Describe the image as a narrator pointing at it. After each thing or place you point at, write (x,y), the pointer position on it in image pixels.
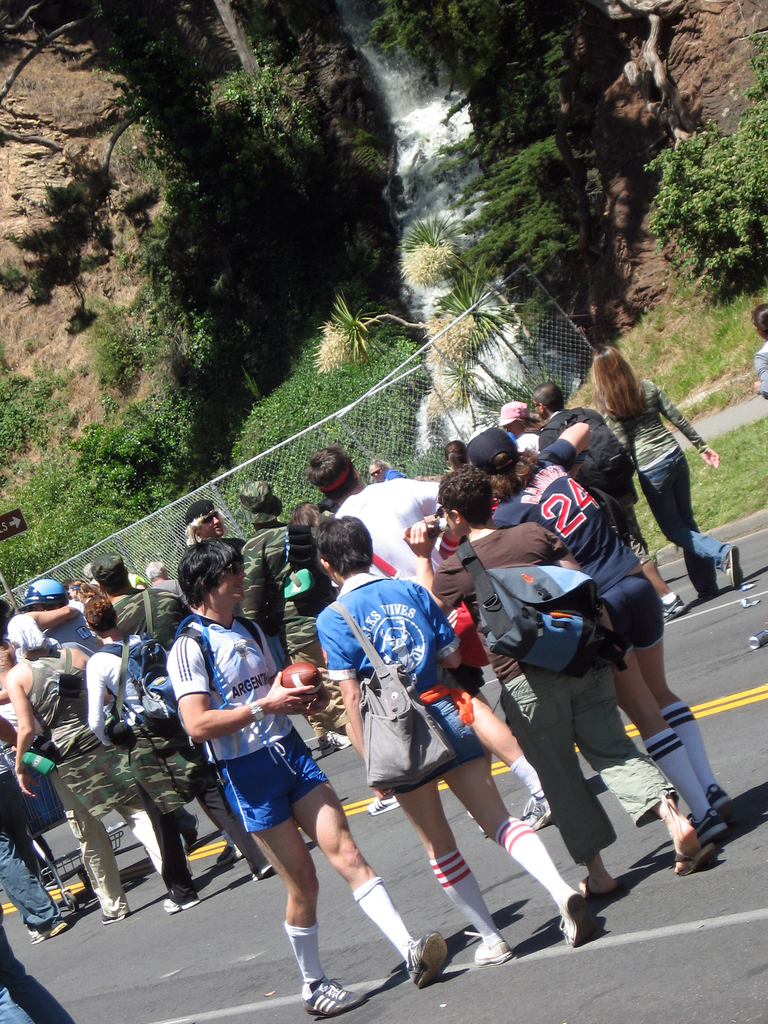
In the center of the image (353,498) we can see a group of people (219,723) are walking on the road (747,751) and wearing the bags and some of them are wearing hats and a boy (268,705) is holding a ball (308,673). At the bottom of the image (739,1009) we can see the road (92,920) and trolley (83,881). In the background of the image (509,228) we can see the mesh (450,436), trees (712,254), waterfall (416,422), rocks (634,216), sign board (7,533) and grass (748,491).
